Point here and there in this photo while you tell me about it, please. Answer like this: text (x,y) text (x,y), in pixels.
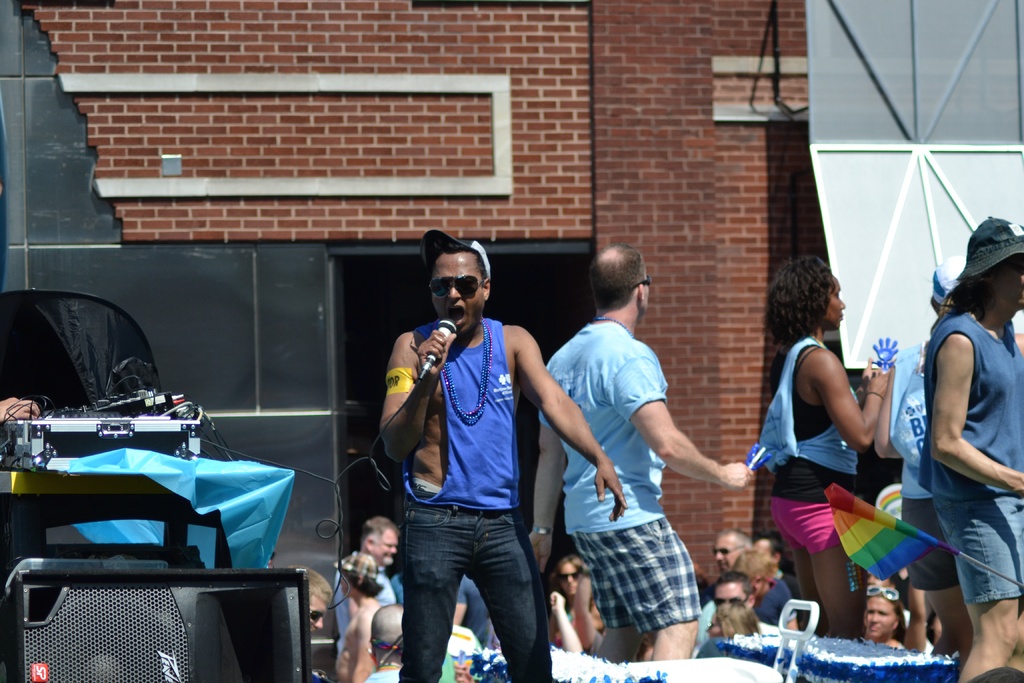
In the center of the image (482,438) we can see a man (487,358) standing and holding a mic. In the background (890,387) there are people (597,412). At the bottom (223,629) there is a speaker (117,604). In the background (202,114) there is a wall (547,118) and we can see things (94,446) placed on the stand (27,479).
